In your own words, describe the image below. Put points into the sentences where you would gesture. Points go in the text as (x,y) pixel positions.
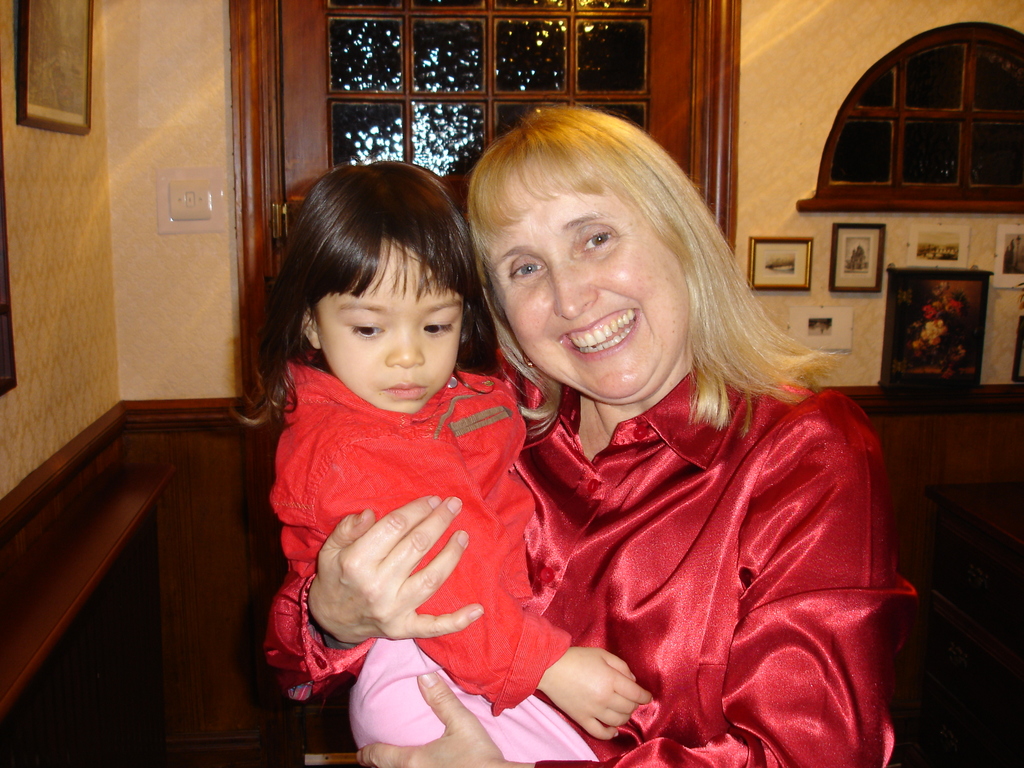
In a given image i can see a people (633,253), door (574,80), window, photo frames (845,283) and switches (164,228).
